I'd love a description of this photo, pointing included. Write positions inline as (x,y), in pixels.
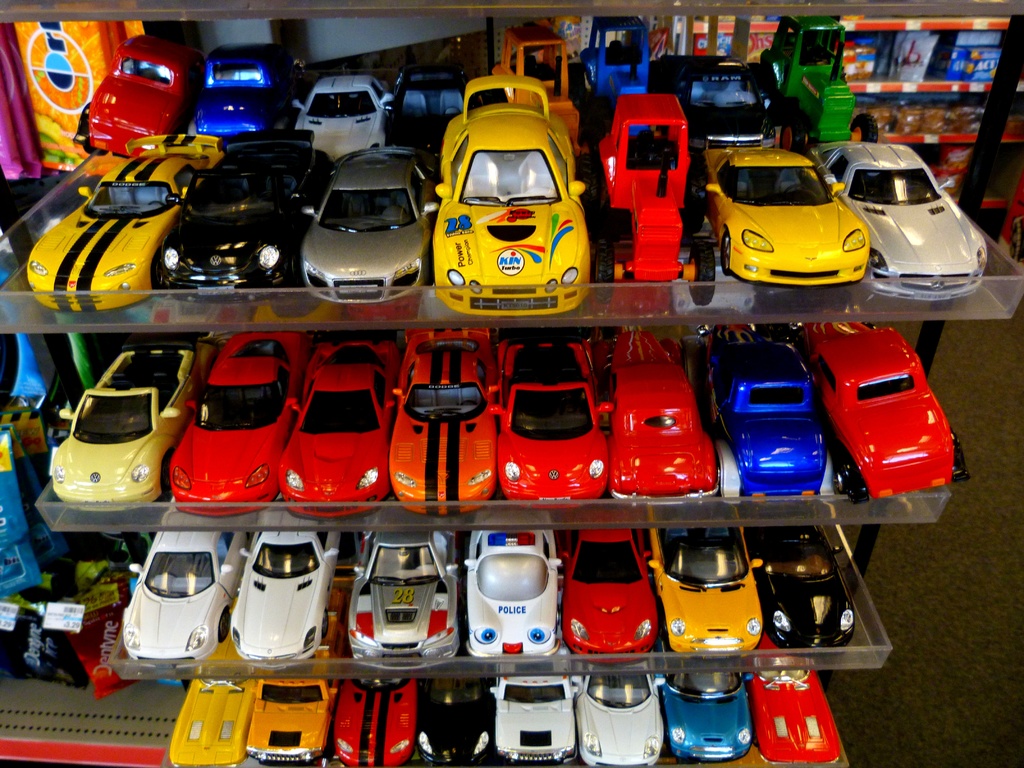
In this image there are so many toy cars (490,354) kept on the plastic racks (107,512).
